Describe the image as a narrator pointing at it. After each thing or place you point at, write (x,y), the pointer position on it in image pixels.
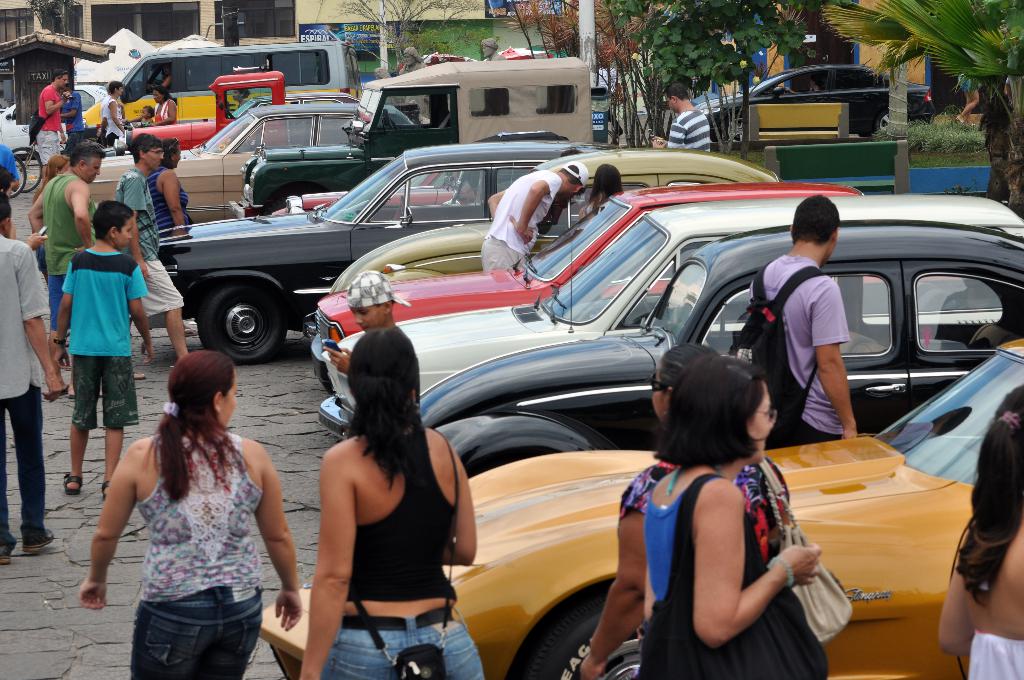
In this image there are vehicles (460,216) on the road (266,417), there are group of people (539,185), there are houses (211,8) and trees (902,68).
